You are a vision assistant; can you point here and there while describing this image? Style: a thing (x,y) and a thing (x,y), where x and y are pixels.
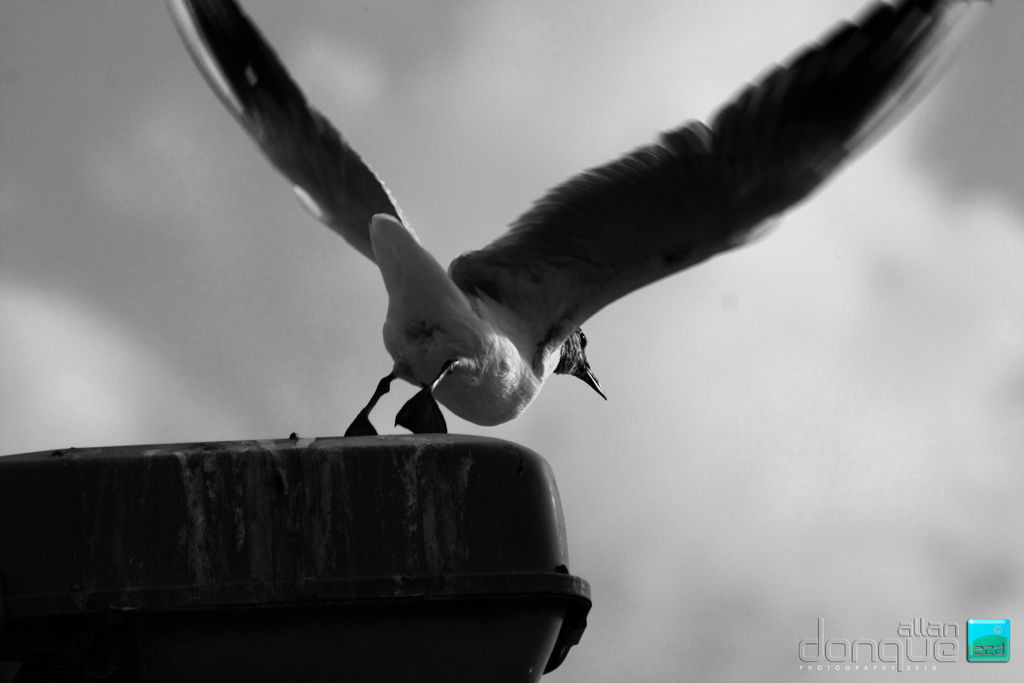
This is a black and white picture. In the center of the picture (395,290) there is a bird (542,233). At the bottom (382,548) there is an object (346,469). Sky (199,186) is cloudy.
